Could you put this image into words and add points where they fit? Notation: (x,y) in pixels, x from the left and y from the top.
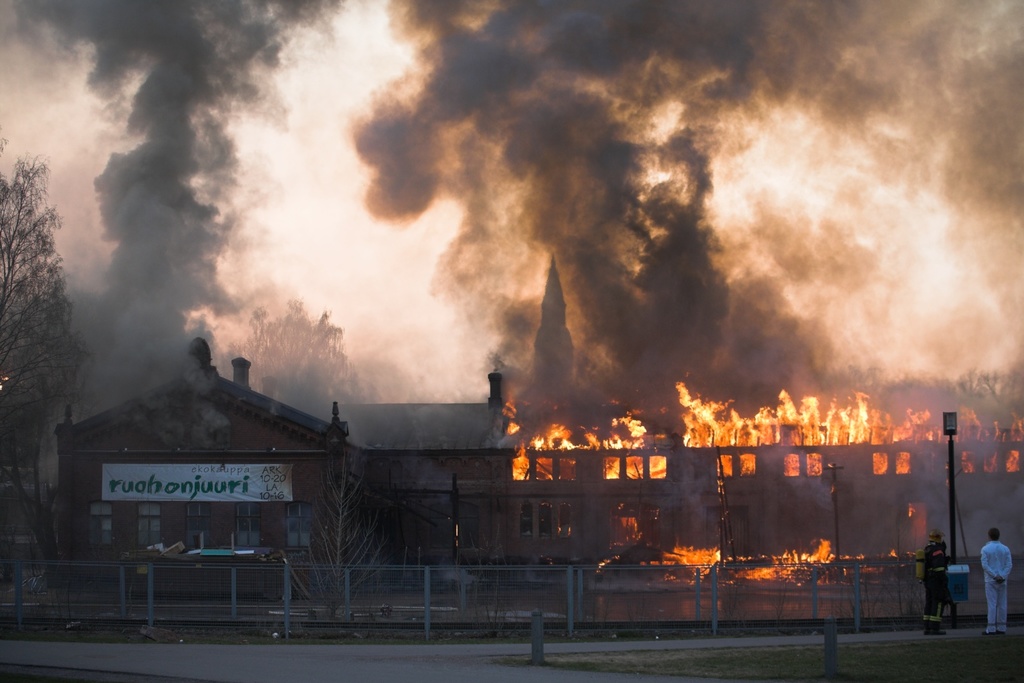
At the bottom of this image (332,652), there is a road (380,652). On the right side (1000,664), there are two poles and grass (857,663) on the ground (814,656) and there are two persons (1005,582) on a road (467,670). In the background (896,384), there is fire (893,430) and smoke (1006,388) from a building (456,470), there are trees (43,285) and sky (407,340).
